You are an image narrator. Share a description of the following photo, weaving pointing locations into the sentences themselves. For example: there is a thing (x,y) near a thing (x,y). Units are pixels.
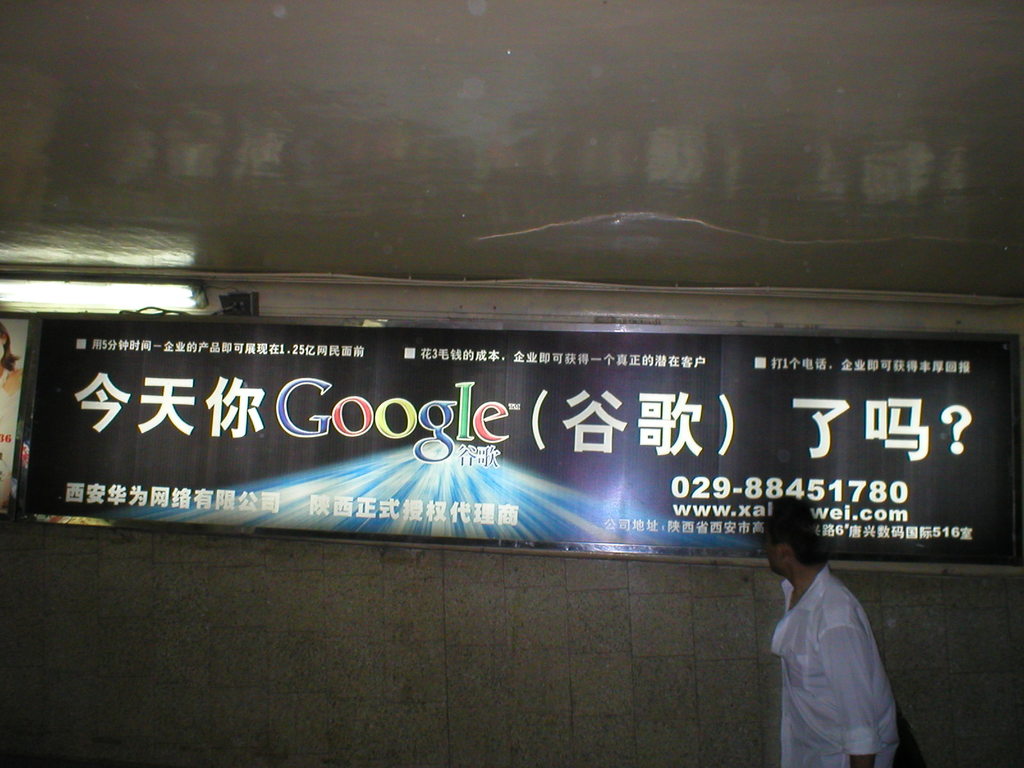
In this picture we can see a man (803,716), banners (751,515), lights (39,291) and in the background (255,273) we can see the wall (402,589).
